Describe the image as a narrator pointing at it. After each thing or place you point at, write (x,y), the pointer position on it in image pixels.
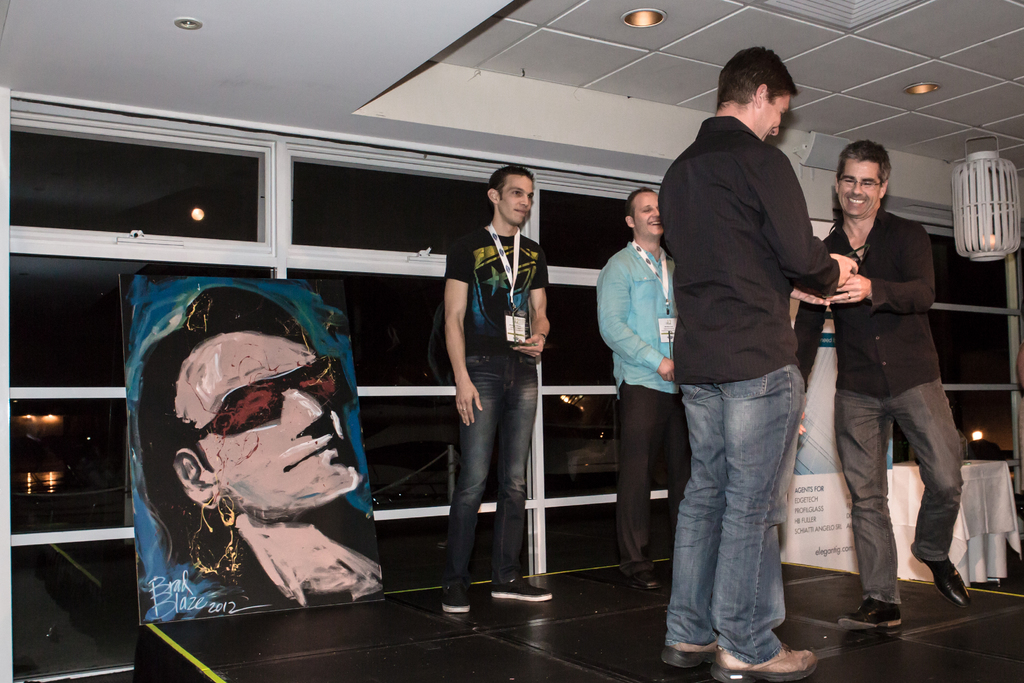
In this picture we can see four men (674,447) standing on stage (981,682) and smiling, painting (326,414), lights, banners (809,520) and in the background (99,207) it is dark.
